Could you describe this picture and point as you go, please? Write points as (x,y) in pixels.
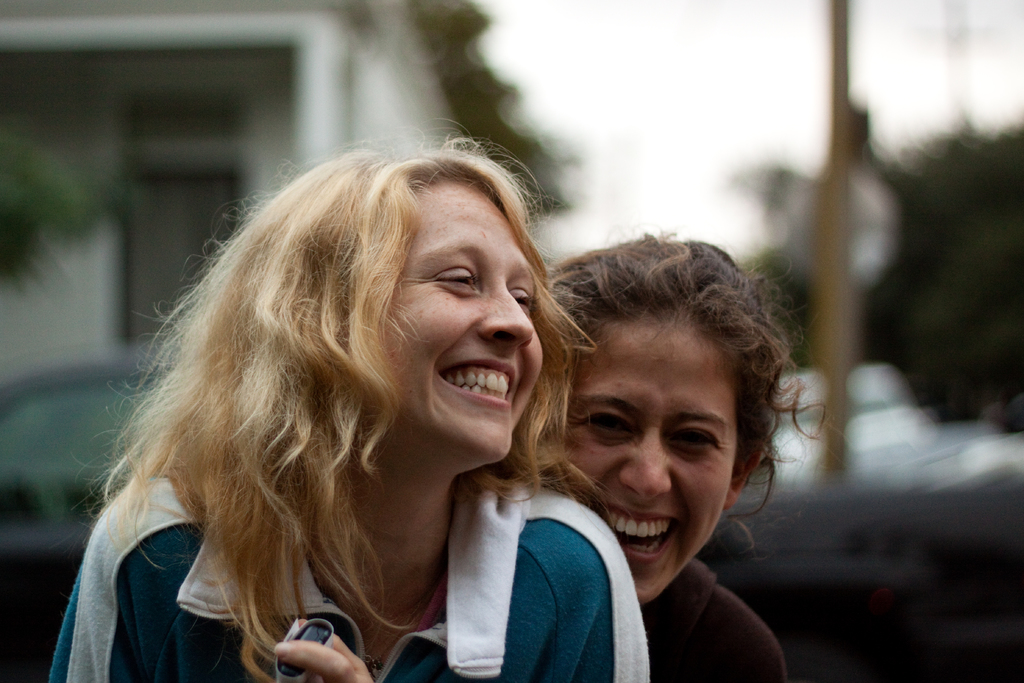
In this picture we can see two women (563,511) are smiling in the front (619,471), on the left side (269,127) there is a building (265,124), it looks like a tree (912,257) in the background (947,261), there is a blurry background (933,257).
